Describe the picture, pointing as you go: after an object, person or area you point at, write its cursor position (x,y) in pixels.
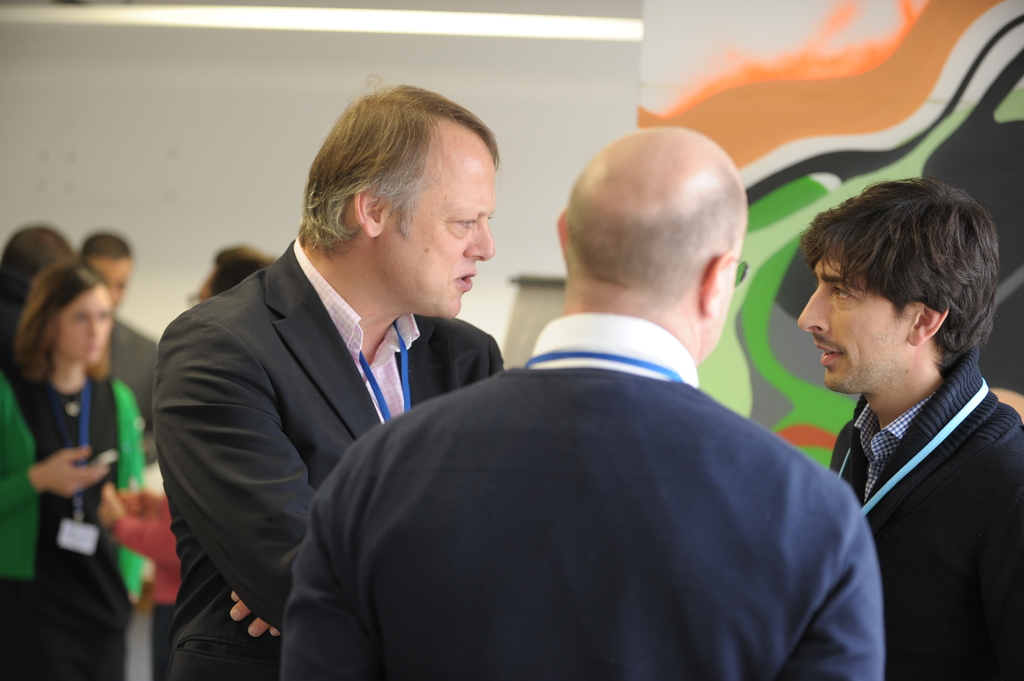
On the right side (910,333), there is a person (971,395) in black color jacket (998,469), smiling and standing in front of other two persons (456,493). One of them is speaking. In the background (602,22), there are other persons (244,265) standing, a light (431,17) attached to the wall (300,36), there is a painting (765,346) on the white wall (573,85).
